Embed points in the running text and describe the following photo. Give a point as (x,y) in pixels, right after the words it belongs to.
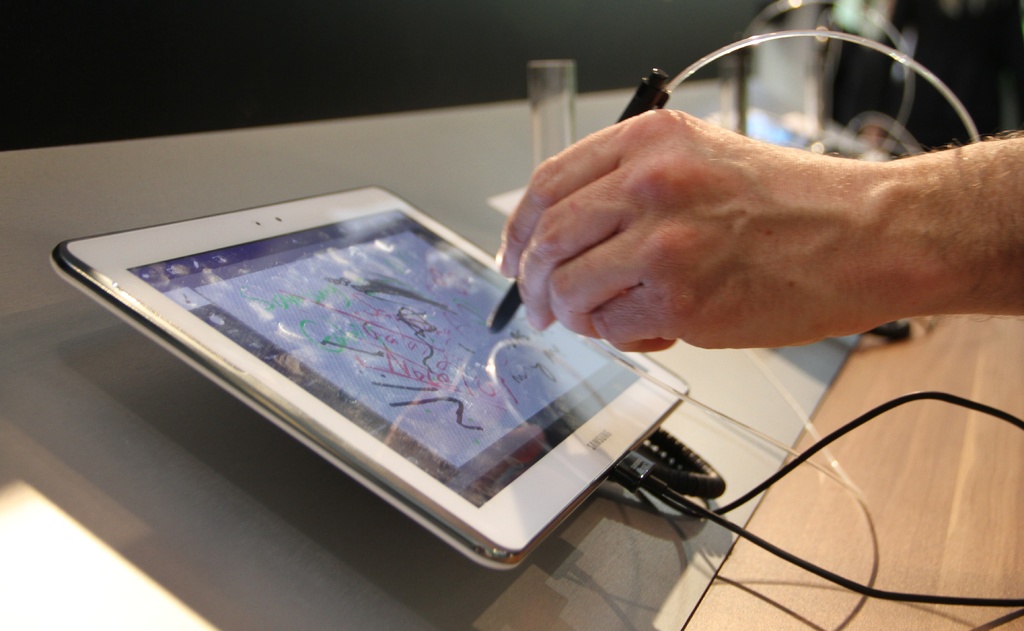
In this image there is one person (694,249) who is holding a pen (505,311), and in front of the person (561,288) there is one board (419,172). On the board (419,172) there is a tablet (457,420) and some wires (876,412), at the bottom (850,557) there is a wooden table (854,545).
